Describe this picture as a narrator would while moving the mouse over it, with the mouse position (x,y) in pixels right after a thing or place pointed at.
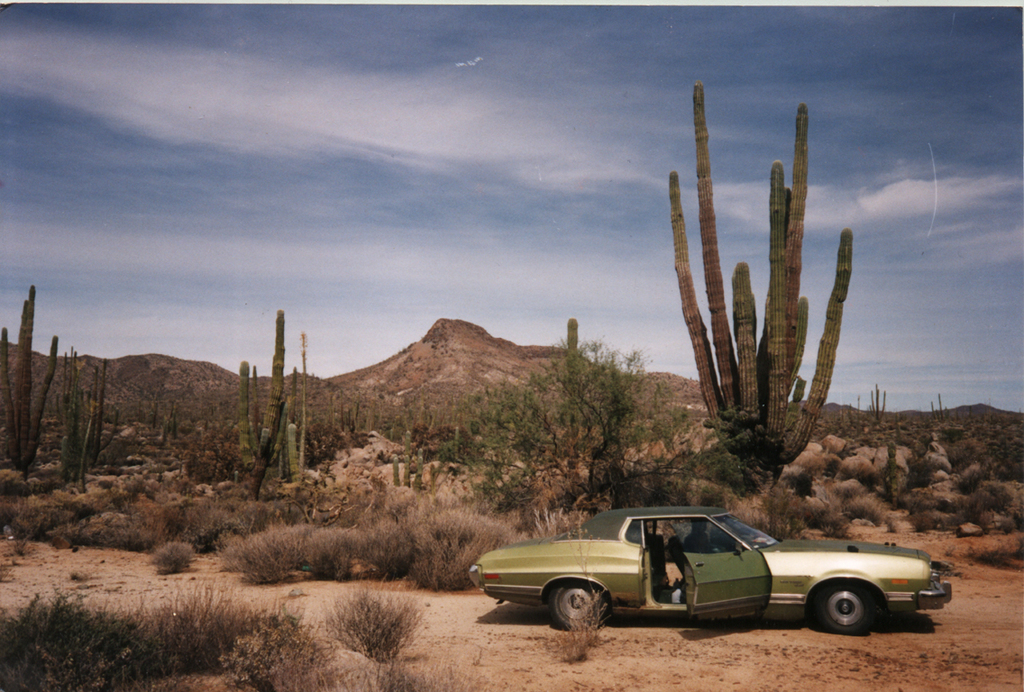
In this image I can see a vehicle (641,599) on the ground (504,629). In the background (331,565), I can see the grass (298,522), trees (615,389). I can also see the hills (439,363) and clouds (465,173) in the sky (344,210).
